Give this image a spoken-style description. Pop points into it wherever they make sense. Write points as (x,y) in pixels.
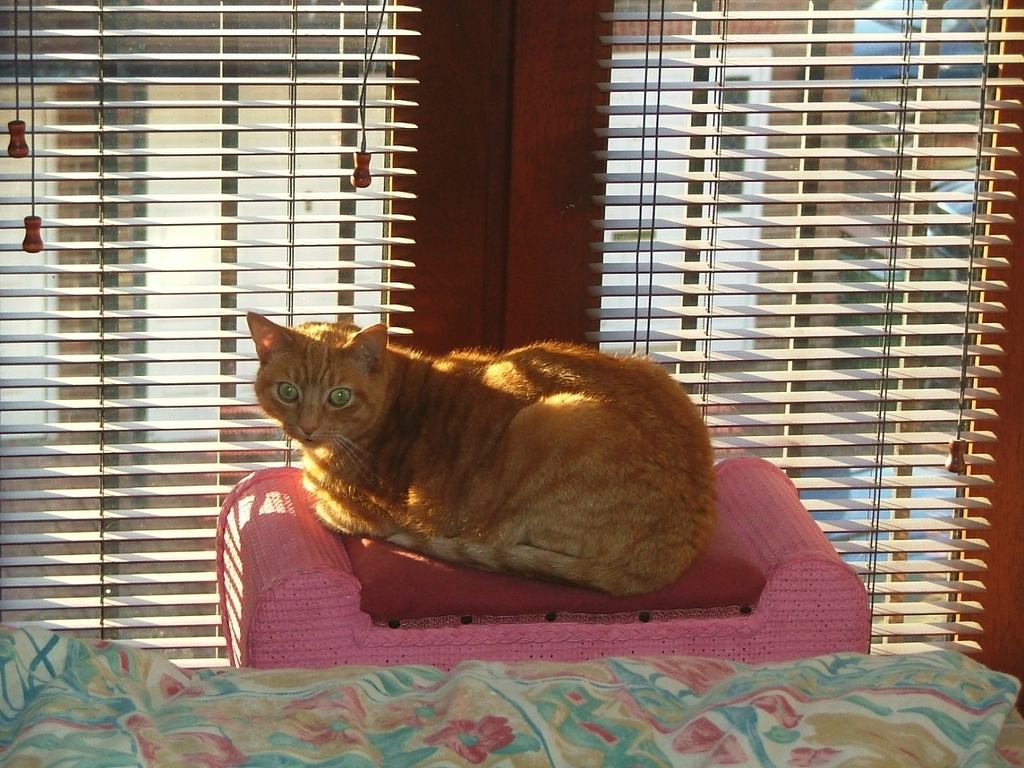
In the center of the image (580,467) we can see a cat (405,472) sitting on the couch (762,645). At the bottom (825,680) there is a cloth (371,709). In the background (71,330) there are blinds (888,414).
